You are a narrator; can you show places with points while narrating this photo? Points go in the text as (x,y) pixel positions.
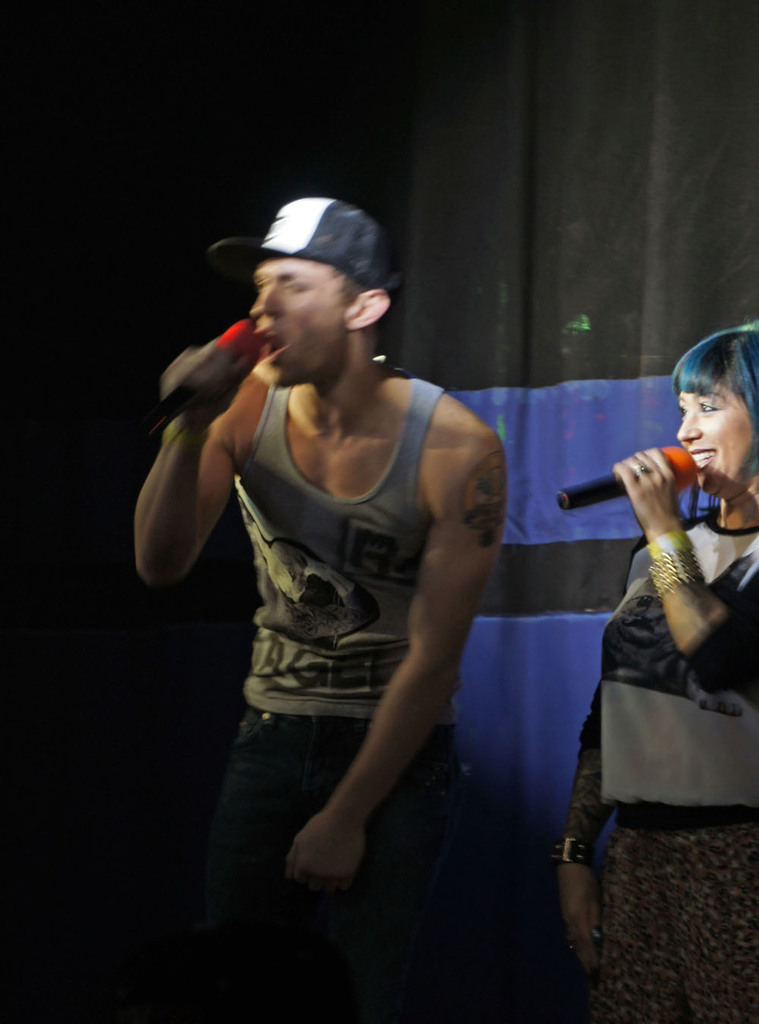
This man (293,645) is holding mic (227,338) and singing. This woman (727,378) is holding mic (684,456) and smiling. This is curtain (579,229).
